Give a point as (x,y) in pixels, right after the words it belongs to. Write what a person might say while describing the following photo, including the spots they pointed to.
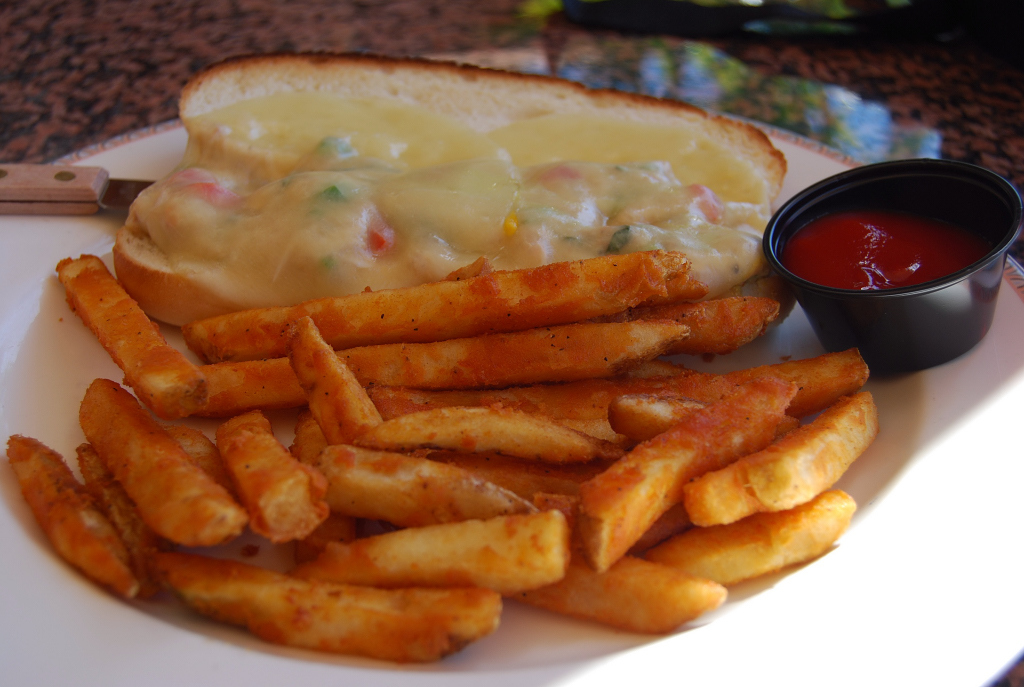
In this image there is a plate (895,484) on which there are french fries (446,418), Beside them there is a bread (399,143) on which there is some cheese sauce (454,195). On the right side (872,312) there is a cup (939,323) full of sauce (868,245). On the left side (99,185) there is a knife (101,182) on the plate (129,160).
